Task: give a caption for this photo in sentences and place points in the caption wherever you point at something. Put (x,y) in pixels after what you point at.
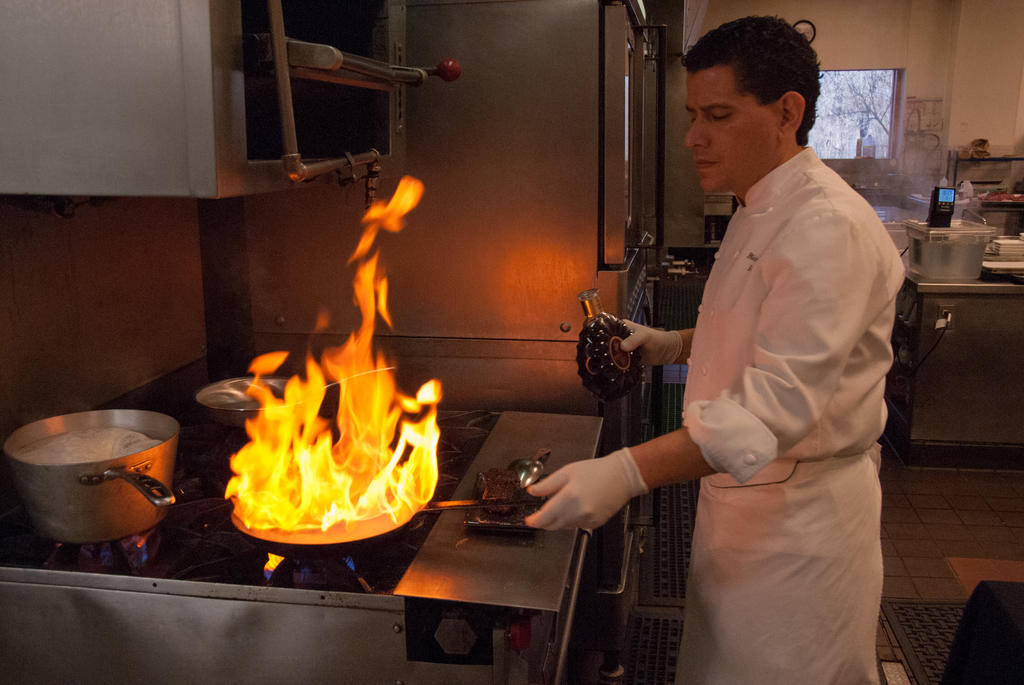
In the picture I can see a fire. In the middle of the image (643,341) I can see a person (753,378) holding the object (599,390). I can see the stove (192,551) and bowls (69,466). In the background (597,198), I can see a window (854,148) and some other objects (978,343).
